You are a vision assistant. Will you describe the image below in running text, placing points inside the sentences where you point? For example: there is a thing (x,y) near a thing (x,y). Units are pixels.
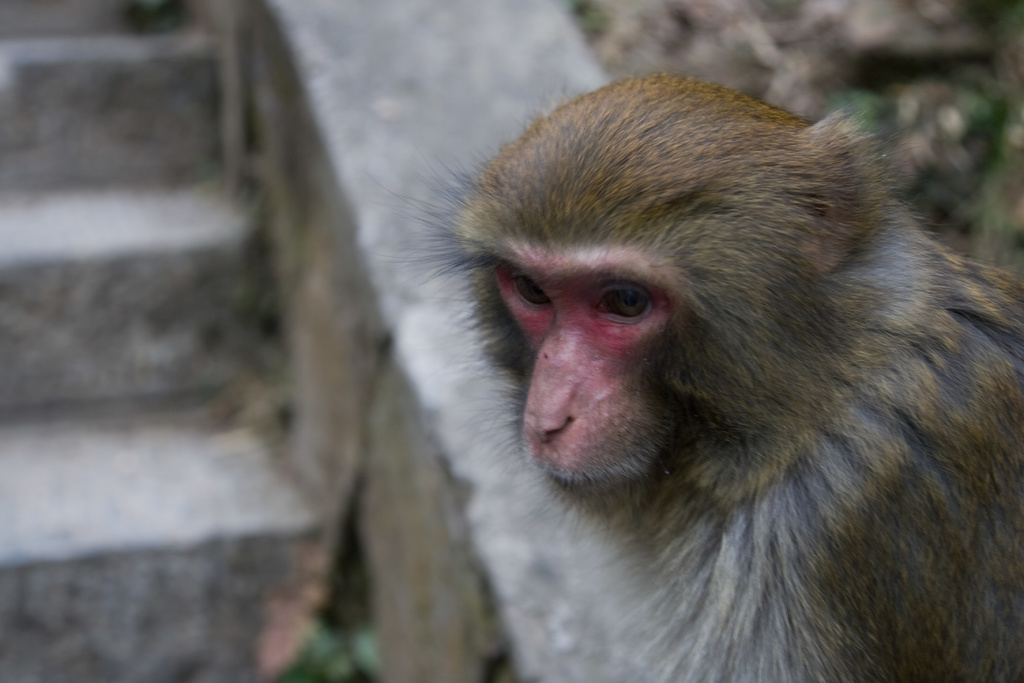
In this image we can see one monkey (789,416) on the right side of the image (848,585), one staircase (114,578) on the left side of the image (109,592), one plant (339,656), some grass (986,102) on the ground (929,77) and the image is blurred.
